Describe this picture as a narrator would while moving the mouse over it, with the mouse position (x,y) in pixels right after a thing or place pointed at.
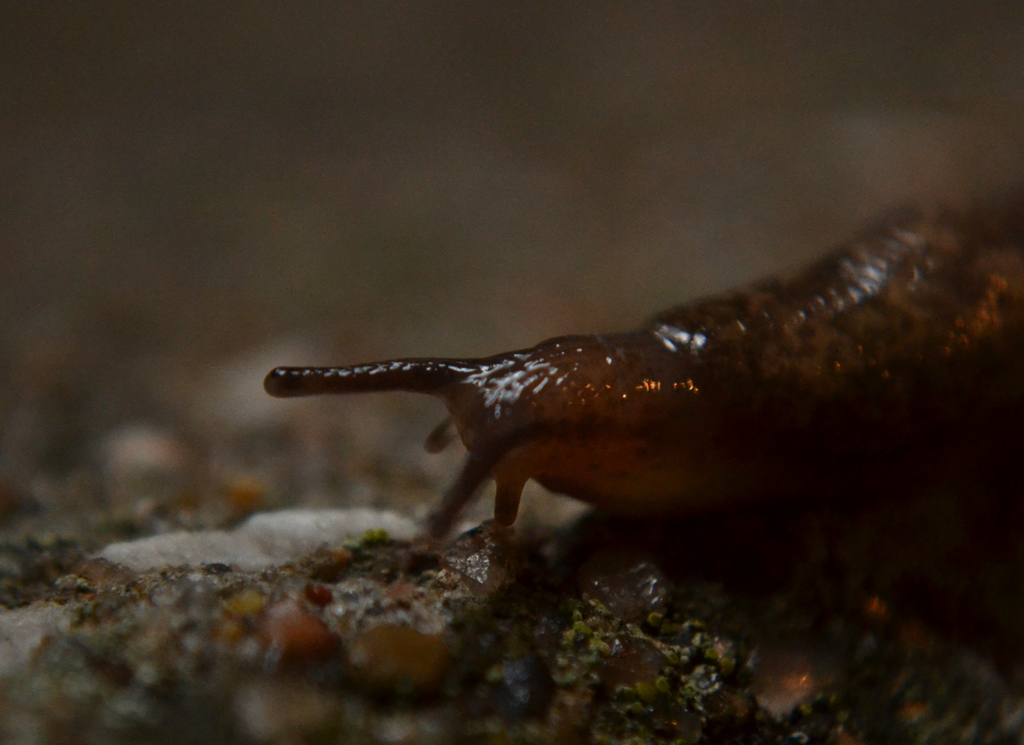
In the foreground of this image (606,440), there is a slug (836,417) on the surface (433,639).
